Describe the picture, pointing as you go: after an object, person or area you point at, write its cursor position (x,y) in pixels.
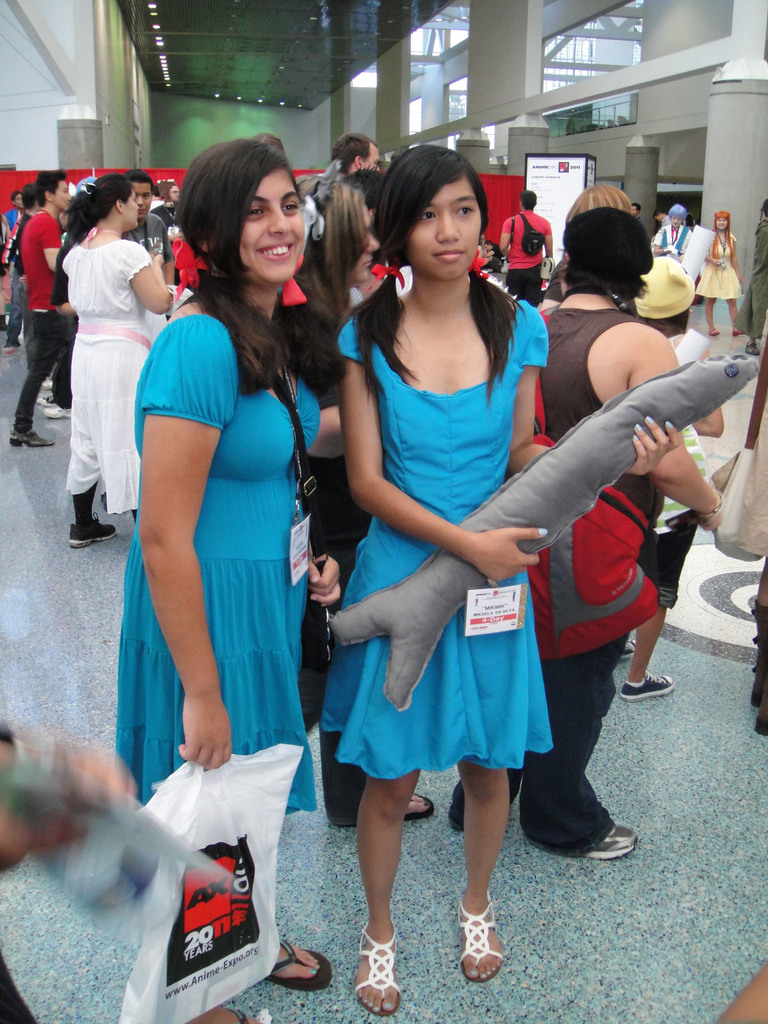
There are two ladies (210,471) standing. Lady (238,458) on the left side (232,480) is wearing a tag (303,534) and bag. She is holding a cover (241,794). Other lady (371,530) is holding a toy fish (583,447). In the back (593,292) there are many people (134,211). Also there are pillars (494,94). And there is a board (568,169). Some people (658,268) are wearing caps (661,291).
